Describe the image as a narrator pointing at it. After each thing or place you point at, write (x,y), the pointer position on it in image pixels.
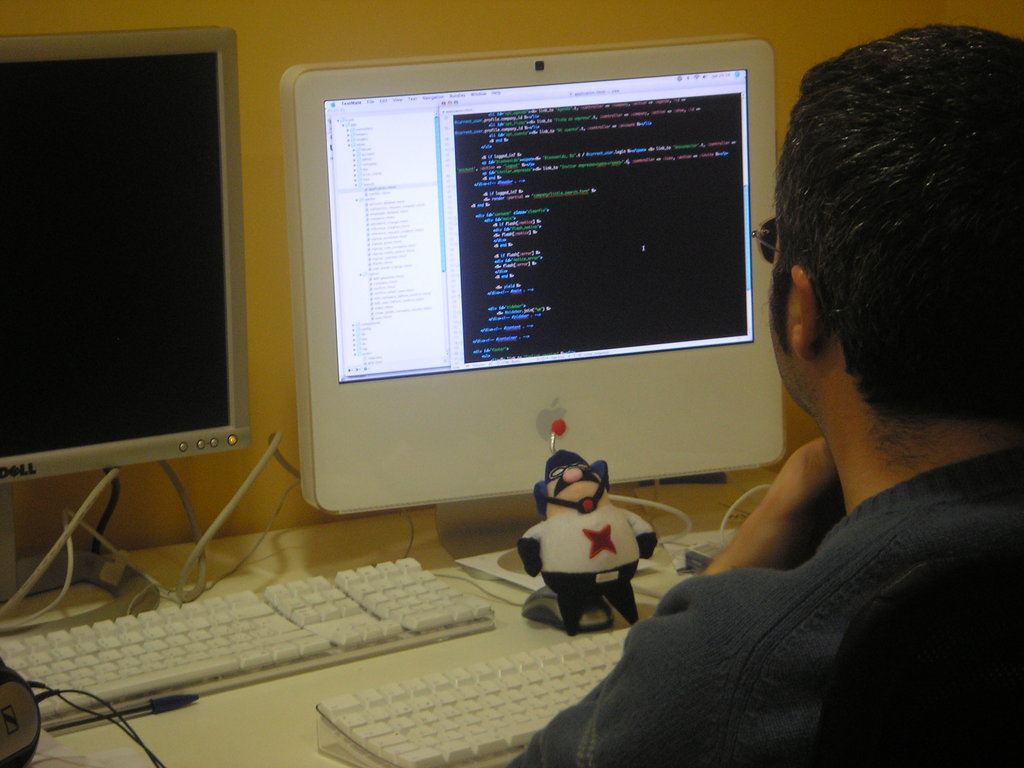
As we can see in the image, there is a yellow color wall (264,150), two screens (493,239), keyboards (390,701) and a table (236,715) and on the right side (927,537) there is a man (917,442).
